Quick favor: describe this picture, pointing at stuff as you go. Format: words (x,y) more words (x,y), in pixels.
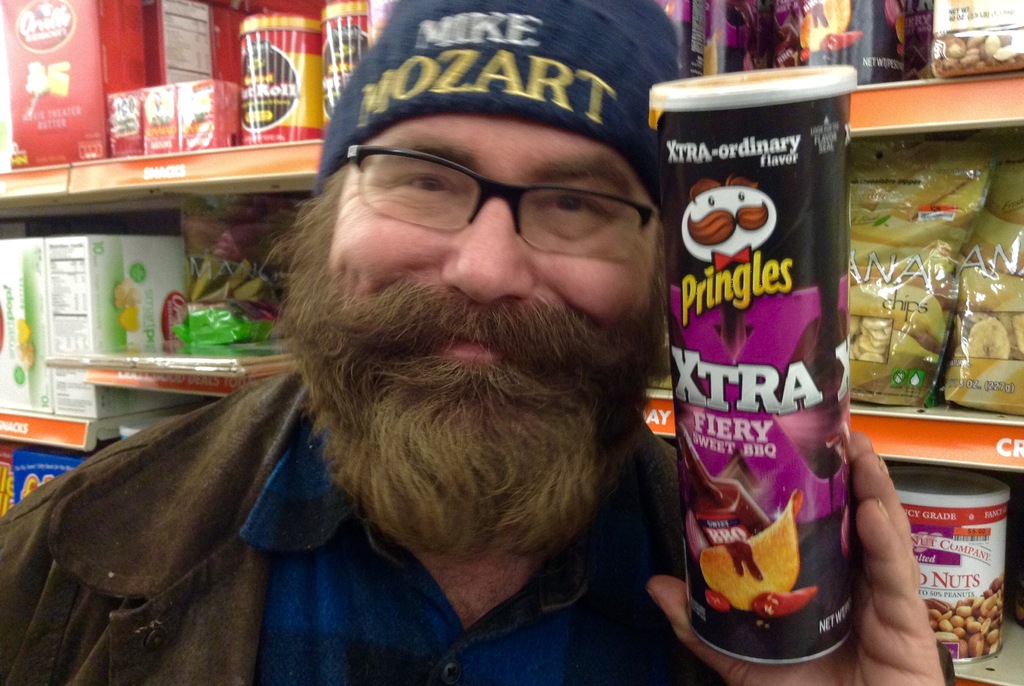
In this image there is one person (429,487) standing in middle of this image (432,428) is holding one can (741,452) and there are some objects (207,75) are kept in a shelf (232,176) in the background (922,331).
